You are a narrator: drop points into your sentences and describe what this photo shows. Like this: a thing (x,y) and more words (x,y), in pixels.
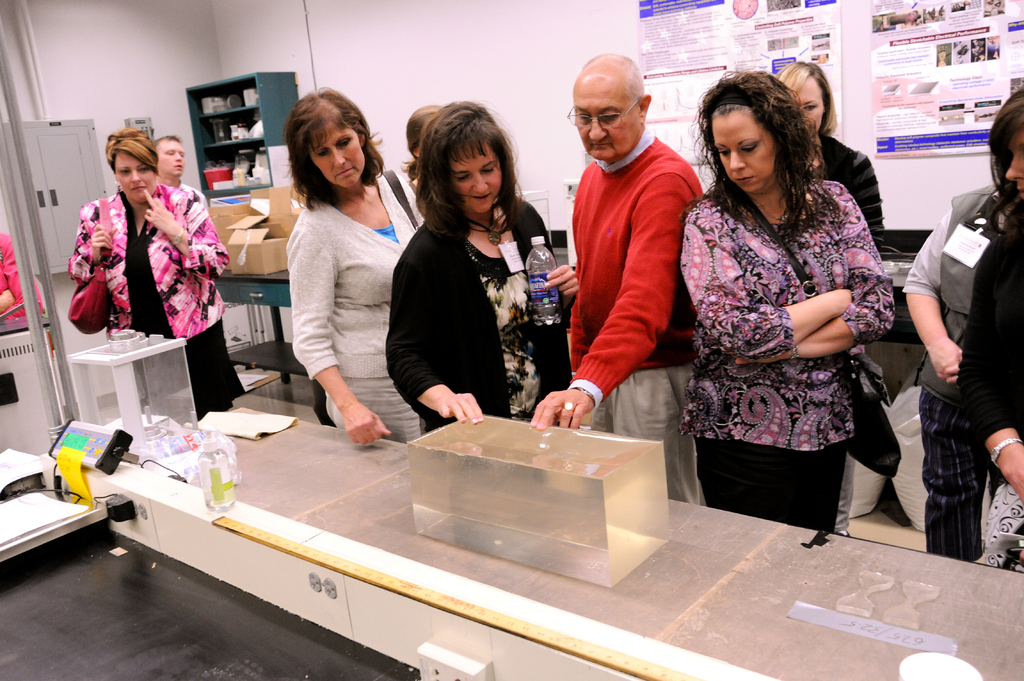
In this image we can see few persons (333,390) are standing and among them a woman (468,312) is holding a bottle (543,303) in her hand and few persons (367,272) are carrying bags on their shoulders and we can see objects (116,386) and bottle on a platform (216,575). In the background (877,52) we can see objects (207,179) on the racks (221,152), carton boxes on the table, poster (671,84) on the wall (633,32), objects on the floor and other objects (67,211).
